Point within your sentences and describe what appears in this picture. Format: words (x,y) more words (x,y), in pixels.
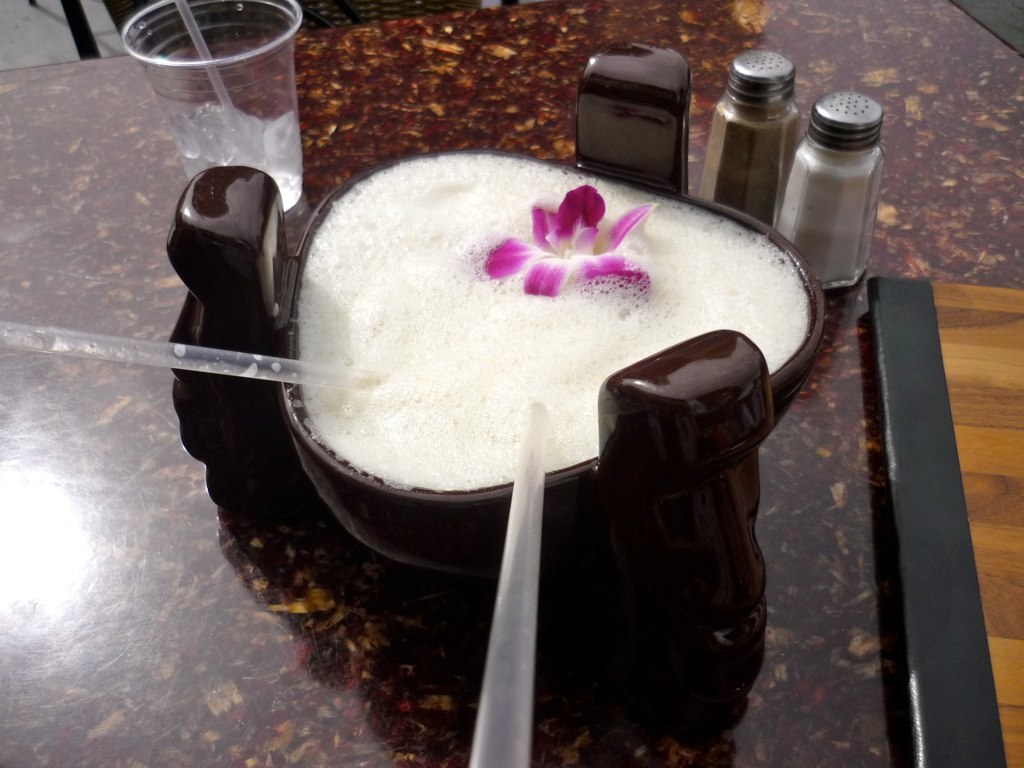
In this picture I can see a bowl (484,558) with some liquid (472,365) and a flower (576,264) and couple of straws (14,347) and I can see a glass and couple of bottles (728,154) on the table (847,19).
